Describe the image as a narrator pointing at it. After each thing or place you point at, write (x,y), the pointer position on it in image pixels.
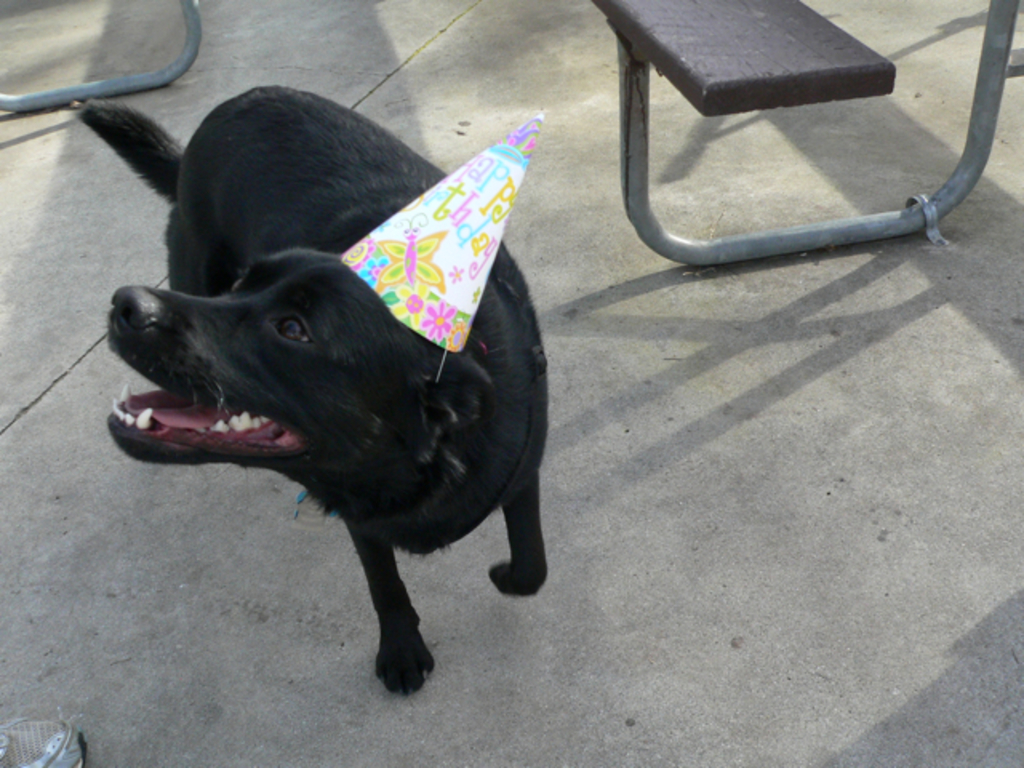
In this image we can see a dog (510,412) with a cap (433,203) on the floor (29,143) and in the background (738,102) it looks like a bench (776,54).
